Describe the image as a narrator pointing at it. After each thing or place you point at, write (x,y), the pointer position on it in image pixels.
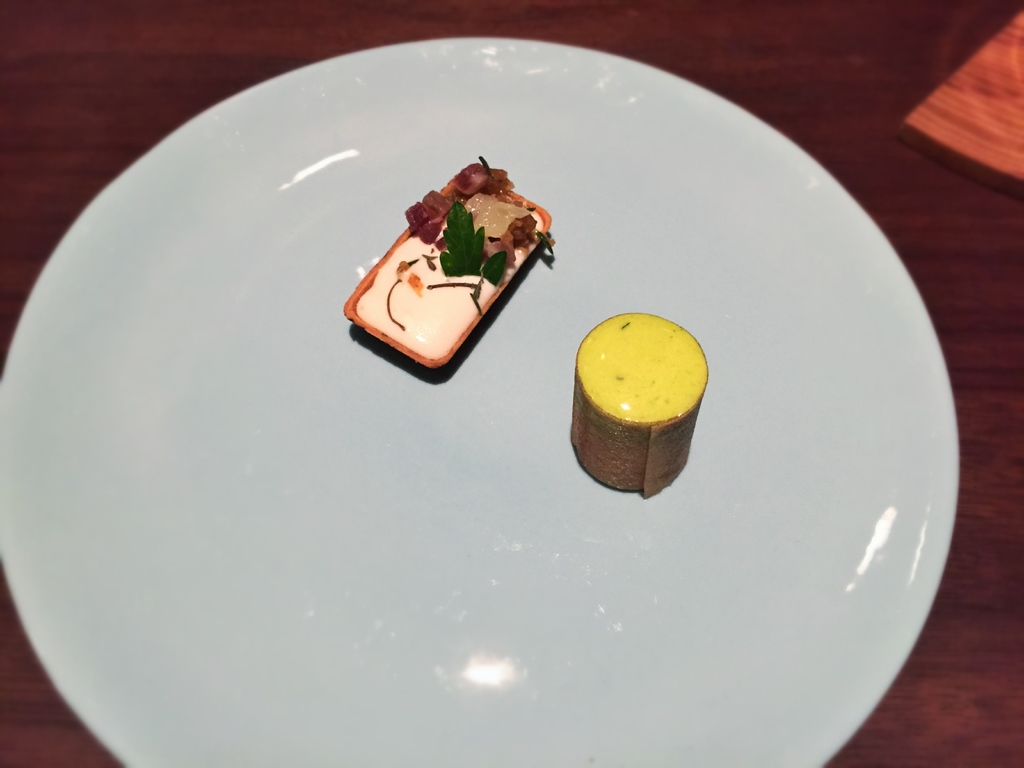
In this picture there are objects (435,194) on the plate (238,658) and there might be food (390,253) in the objects (417,298). At the bottom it looks like a table (78,138). At the top right (1008,119) there is an object (956,113).
